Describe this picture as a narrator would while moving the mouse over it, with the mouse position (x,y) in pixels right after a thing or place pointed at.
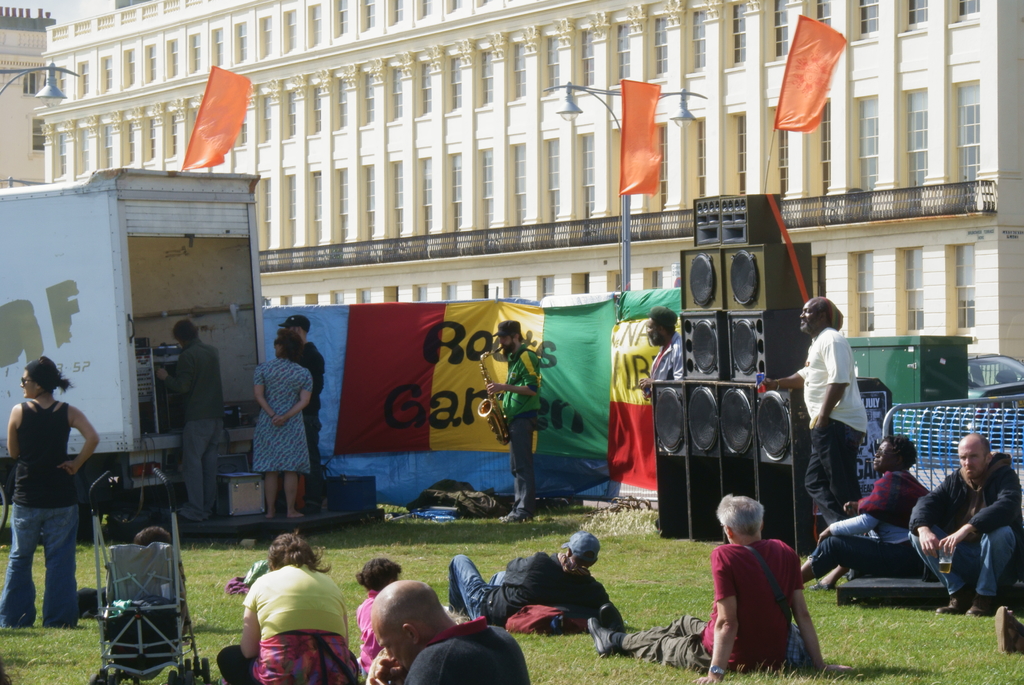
On the left side of the image (164,343) we can see a truck (104,399), amplifier (148,384), stroller (139,583) are present. On the right side of the image (752,362) we can see speakers (739,314), flags (813,67), poles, lights (687,117), fencing (972,413), car (975,380) are there. In the center of the image (531,365) we can see a man (517,396) is standing and holding a saxophone (498,404) in his hand (505,386). At the bottom of the image (506,630) some persons (508,657) are there. In the middle of the image (351,410) we can see a board (550,470), bag (490,498) are present. At the top of the image (495,102) a building (497,143) is there. At the bottom of the image (904,654) ground (943,648) is present.
